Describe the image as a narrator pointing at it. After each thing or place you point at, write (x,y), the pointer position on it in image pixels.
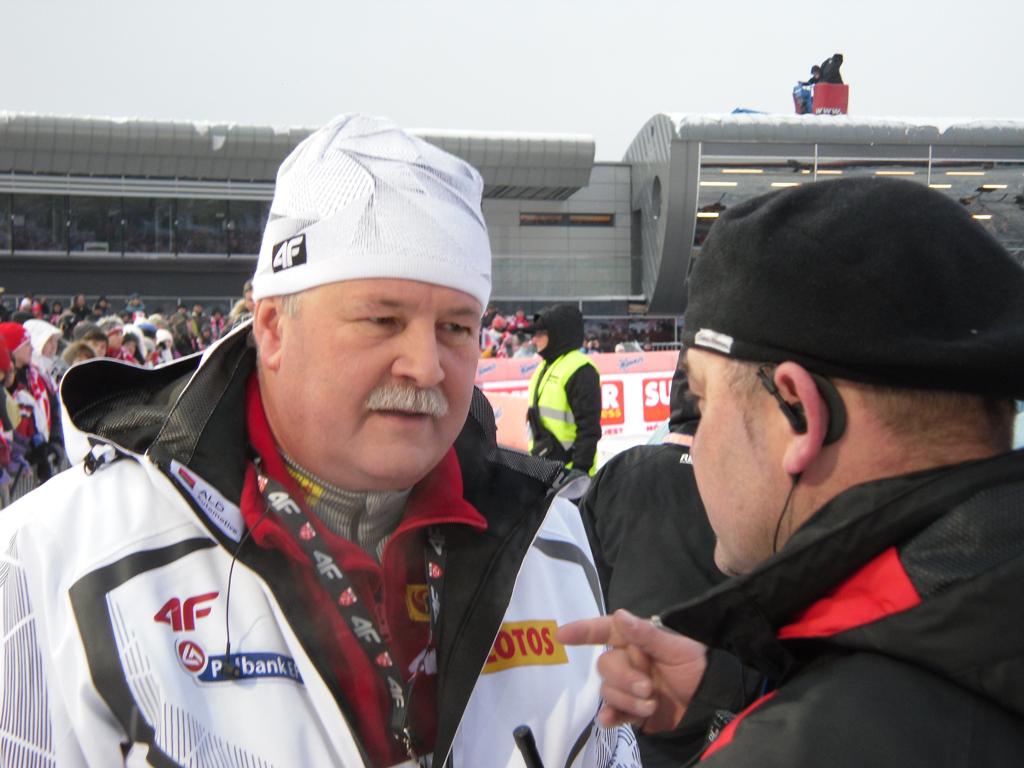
This picture might be taken from outside of the city. In this image, we can see two men (519,632) are talking to each other. In the background (65,302), we can see a group of people (124,340), building (724,182), on that building (552,212), we can also see two people (810,104). At the top (427,26), we can see a sky (487,121).
